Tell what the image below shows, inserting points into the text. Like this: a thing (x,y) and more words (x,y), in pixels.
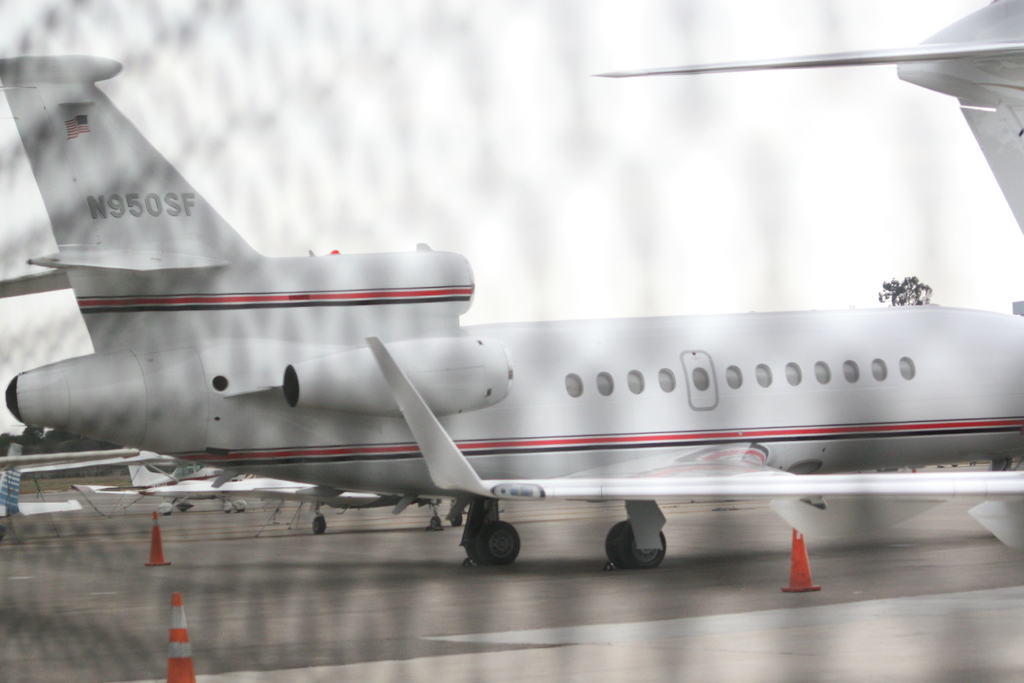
In this image I can see few airplanes (223,392) on the ground (252,614). At the top of the image (445,80) I can see the sky (477,194). In the background (74,445) there are some trees (34,441).
